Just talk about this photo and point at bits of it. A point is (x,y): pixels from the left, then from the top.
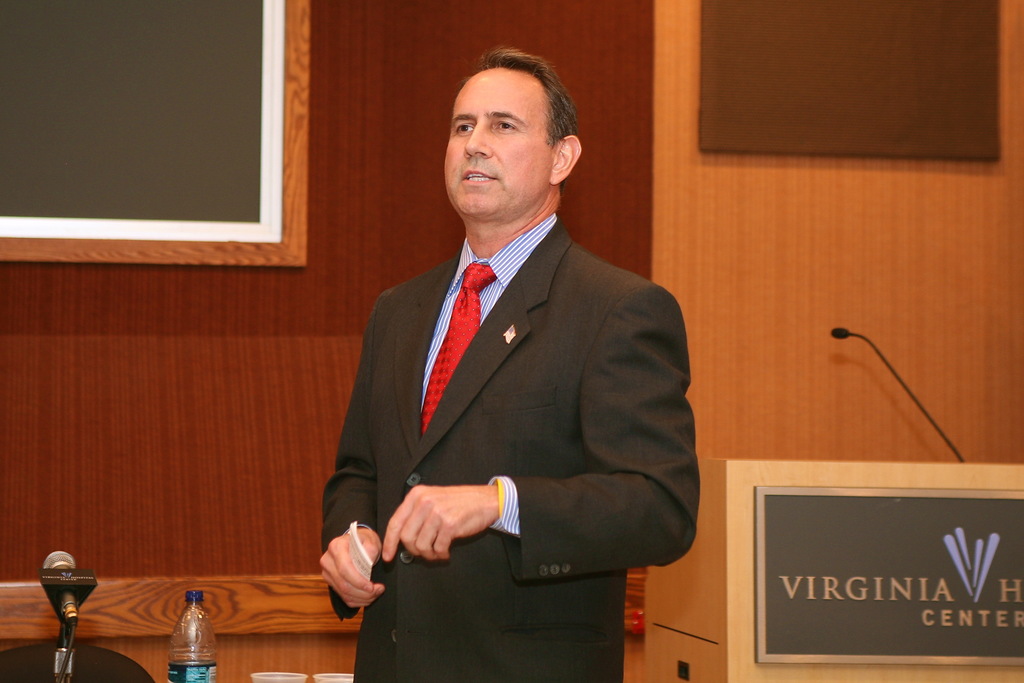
In the center of the image (480,259) there is a person (457,431) standing. On the right side of the image (864,625) we can see desktop (873,572) and mic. On the left side of the image (19,146) we can see board (11,234), mic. chair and water bottle (177,644). In the background (388,92) there is a wall (648,94).
